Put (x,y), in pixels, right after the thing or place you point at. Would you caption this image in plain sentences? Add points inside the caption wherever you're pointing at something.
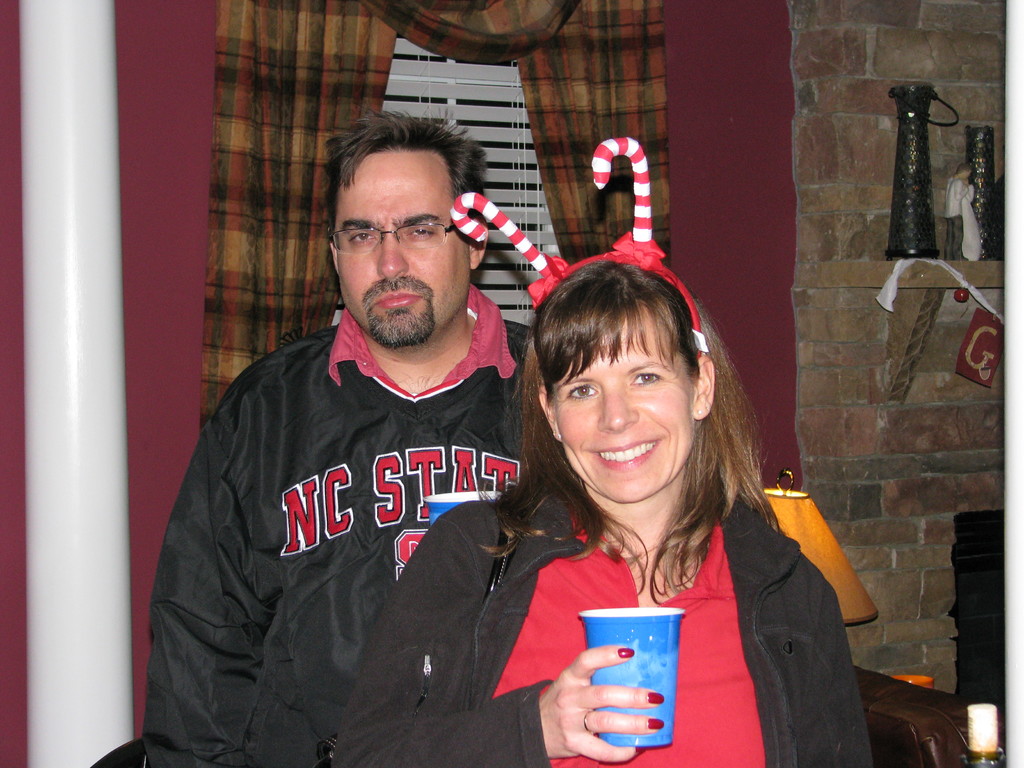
In the background (711,180) we can see a window blind (514,90), curtain (313,40), wall (197,51). We can see objects (906,119) placed on the rack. In this picture we can see a man (361,284) wearing spectacles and a woman (545,403) is holding a glass (672,633). On the left side of the picture (104,394) we can see a white pole (117,400) and on the right side of the picture (782,504) we can see few objects (917,715).
